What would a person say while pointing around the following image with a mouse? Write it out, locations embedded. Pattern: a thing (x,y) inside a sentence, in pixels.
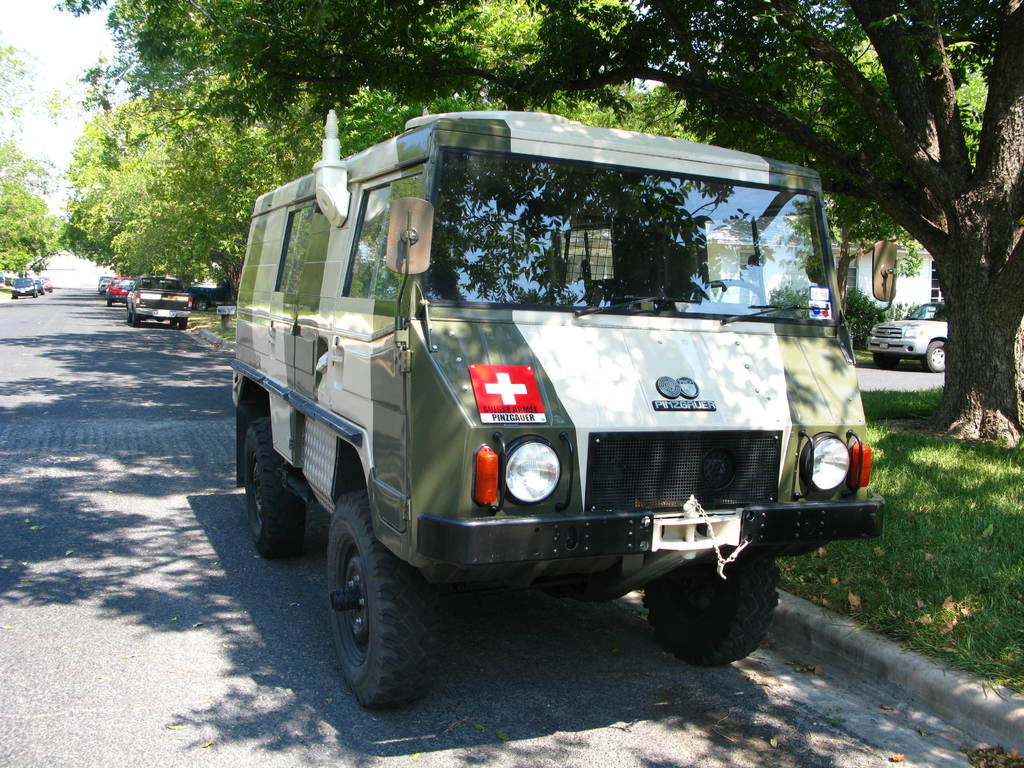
There is a vehicle (824,411) on the road (397,758), near a tree (980,177) which is on ground (984,484), on which, there is a grass (924,452). In the background (945,352), there is a vehicle (872,342) parked, near a white color wall (920,284) and plants (859,334). There are vehicles (22,282) parked on the road (129,353), there are trees (243,215) and there is a sky (45,52).
